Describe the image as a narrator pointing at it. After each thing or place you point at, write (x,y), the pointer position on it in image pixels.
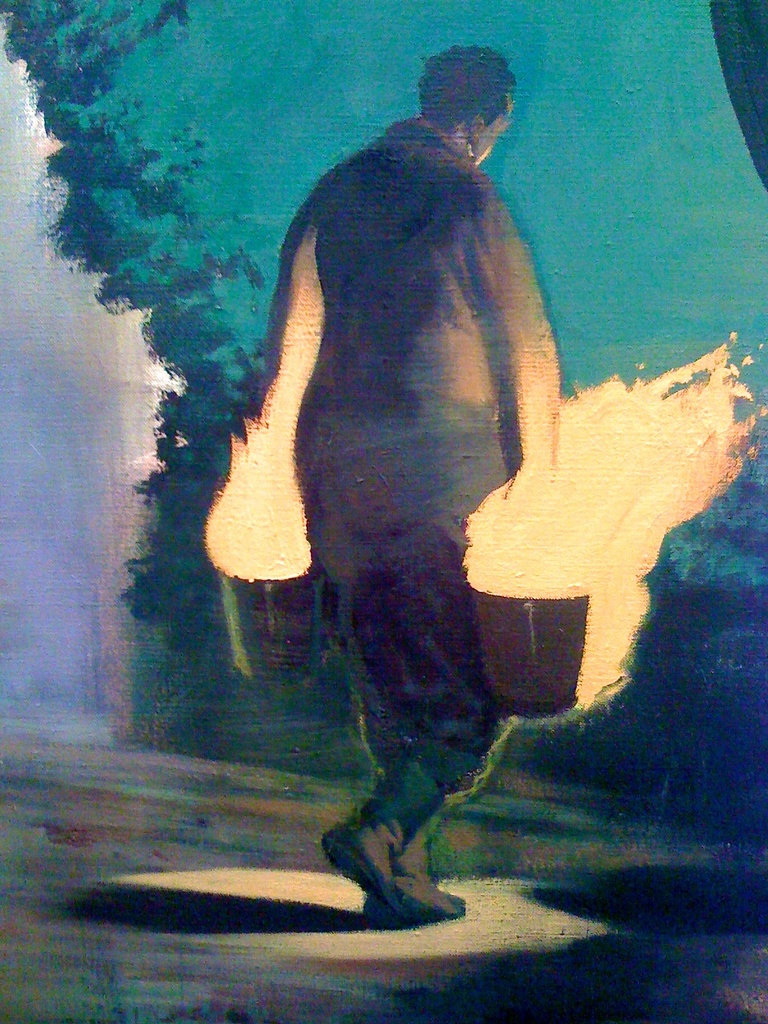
In this image there is a painting (458,193) of a person (333,542) walking.
